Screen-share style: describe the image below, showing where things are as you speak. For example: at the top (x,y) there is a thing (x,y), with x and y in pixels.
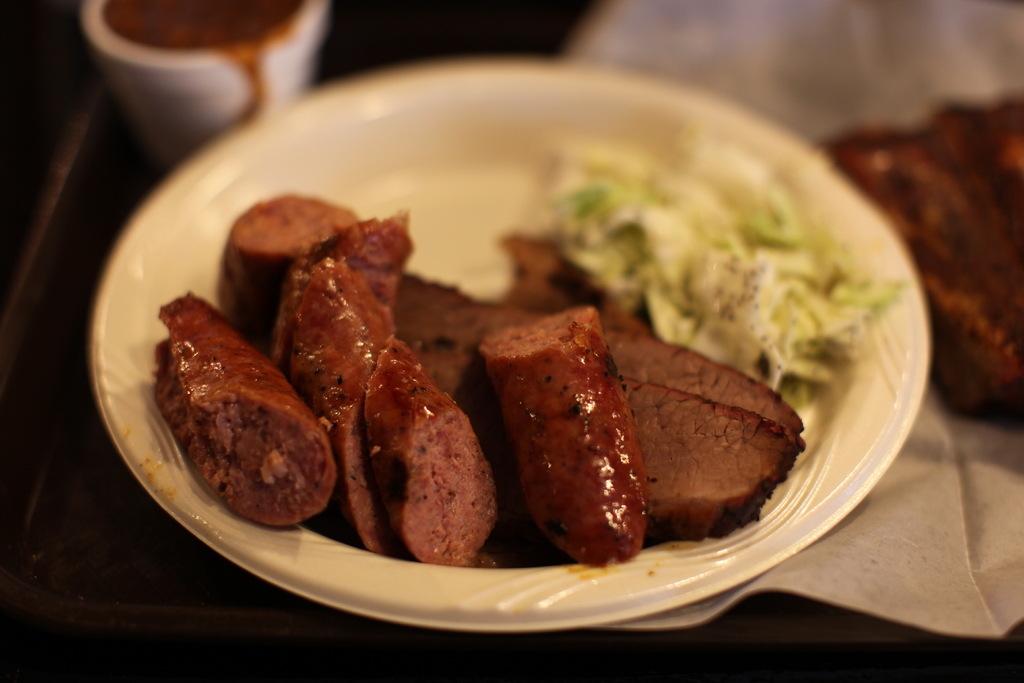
In this picture we can see a plate (299,175) and a cup (220,95), there is some food (700,297) present in this plate (309,183), on the right side (915,473) there is a tissue paper (987,518), we can see a blurry background (716,2).
